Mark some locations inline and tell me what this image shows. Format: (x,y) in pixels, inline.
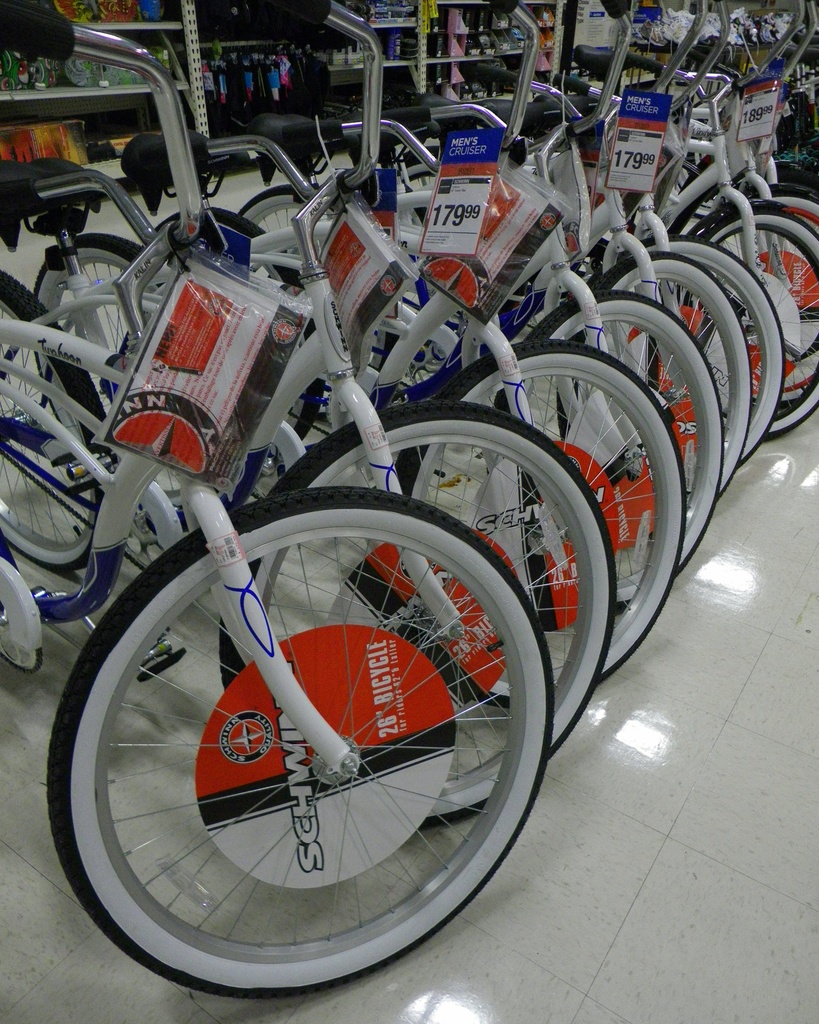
In this picture, we see bicycles (561,687). Behind that, we see a rack (12,112) in which sporting goods (30,138), water bottles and accessories (436,14) are placed. This picture might be clicked in the mart (334,598).
